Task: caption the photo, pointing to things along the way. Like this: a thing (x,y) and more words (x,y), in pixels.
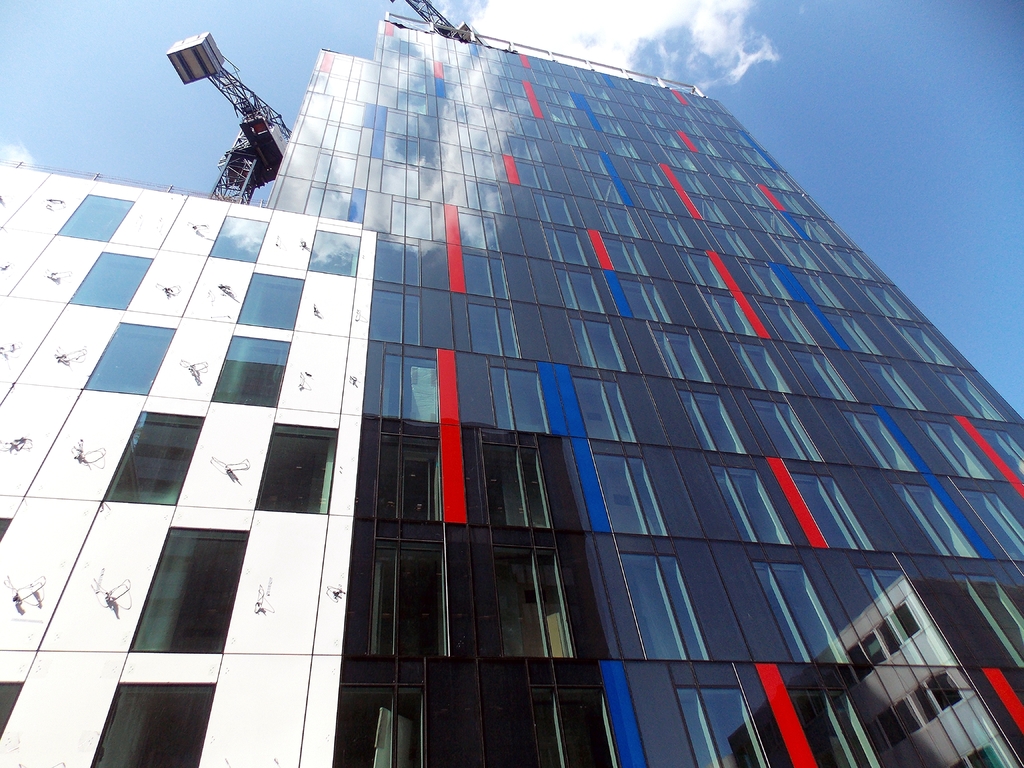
In this image, I can see a building (257,575) with glass windows (502,370). On top of a building (291,181), there is a crane (236,101) with an object (194,67). In the background (272,8), there is the sky (588,31).
